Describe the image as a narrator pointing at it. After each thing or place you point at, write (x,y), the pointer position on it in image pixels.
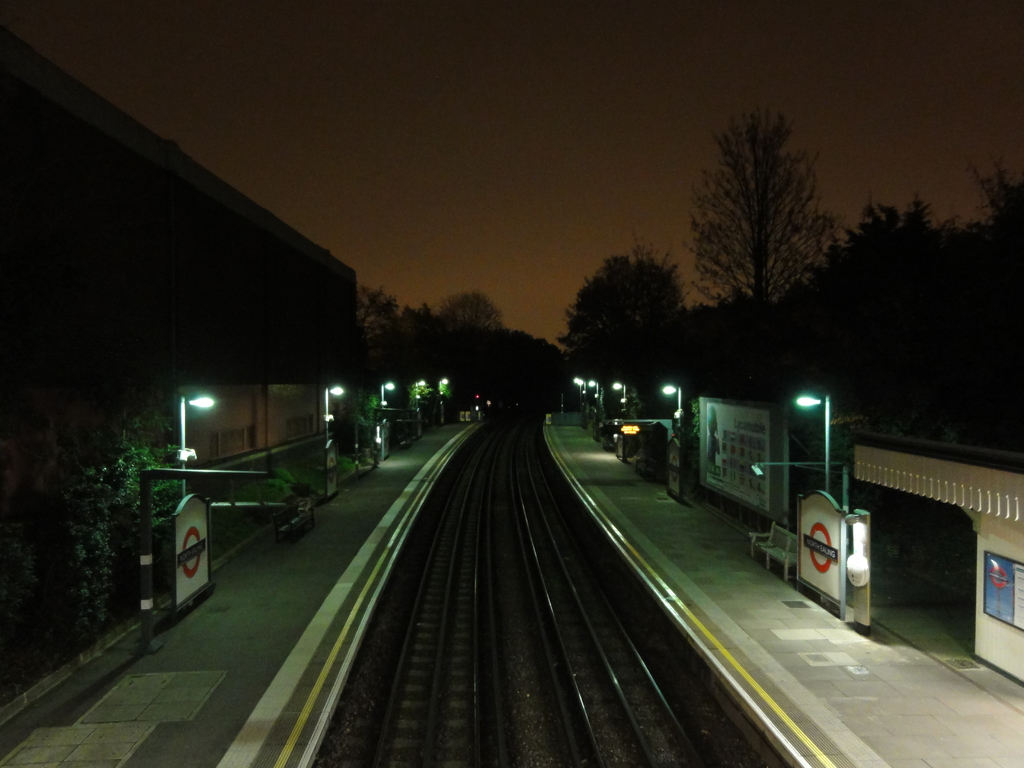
In the foreground of this image (538,648), there is a railway track (496,613) on either side there is platform (681,552), lights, poles (146,535), trees (431,388) and buildings (176,343). In the background (567,329), there are trees (624,315) and the dark sky (485,83).
